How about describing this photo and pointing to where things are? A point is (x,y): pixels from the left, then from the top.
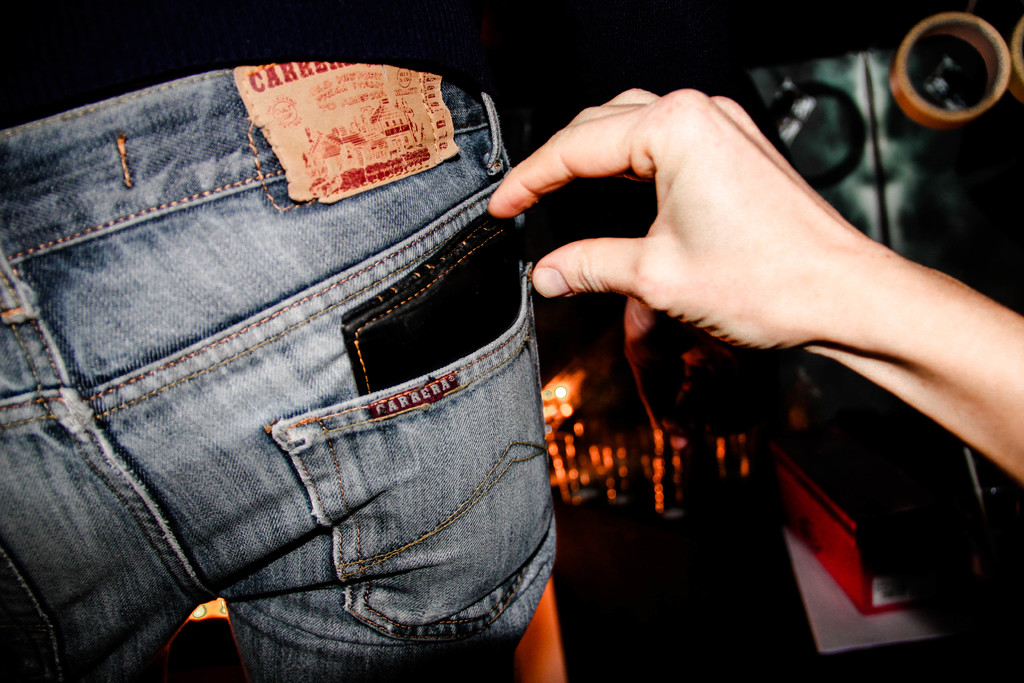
In this picture we can see a purse (418,277) in a jeans pocket (486,380) of a person (377,230) and beside this purse (442,293) we can see a person hand (778,241) and in the background (646,464) we can see some objects (978,488) and it is dark.
